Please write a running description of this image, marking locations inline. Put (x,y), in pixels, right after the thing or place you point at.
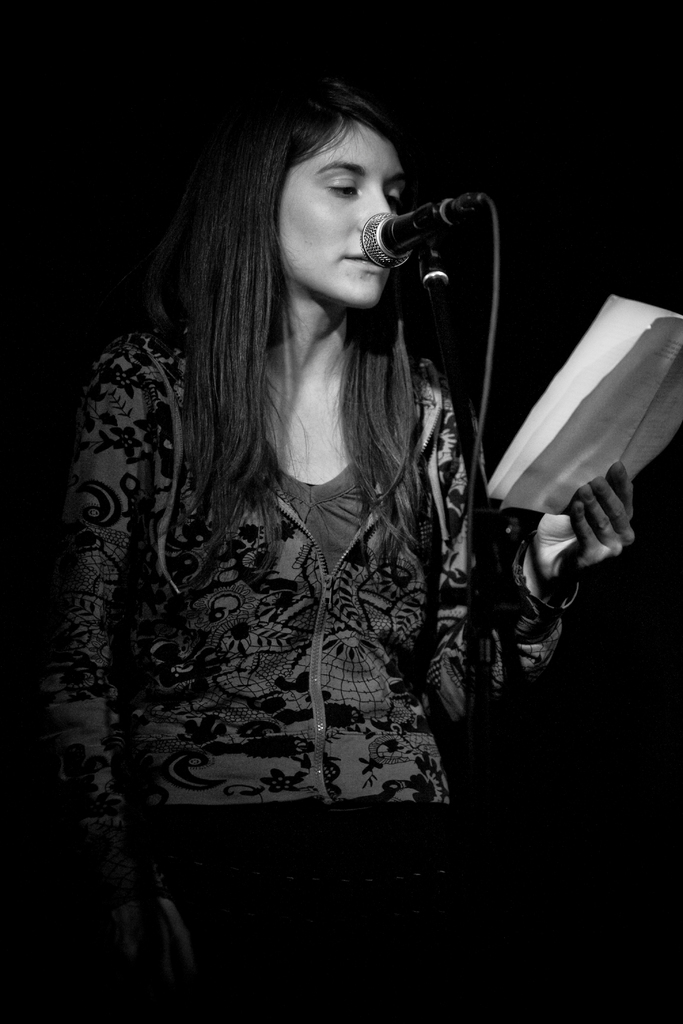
In this image I can see a person (325,674) standing and holding a paper (603,424) and looking into it. And in front of her there is a microphone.
